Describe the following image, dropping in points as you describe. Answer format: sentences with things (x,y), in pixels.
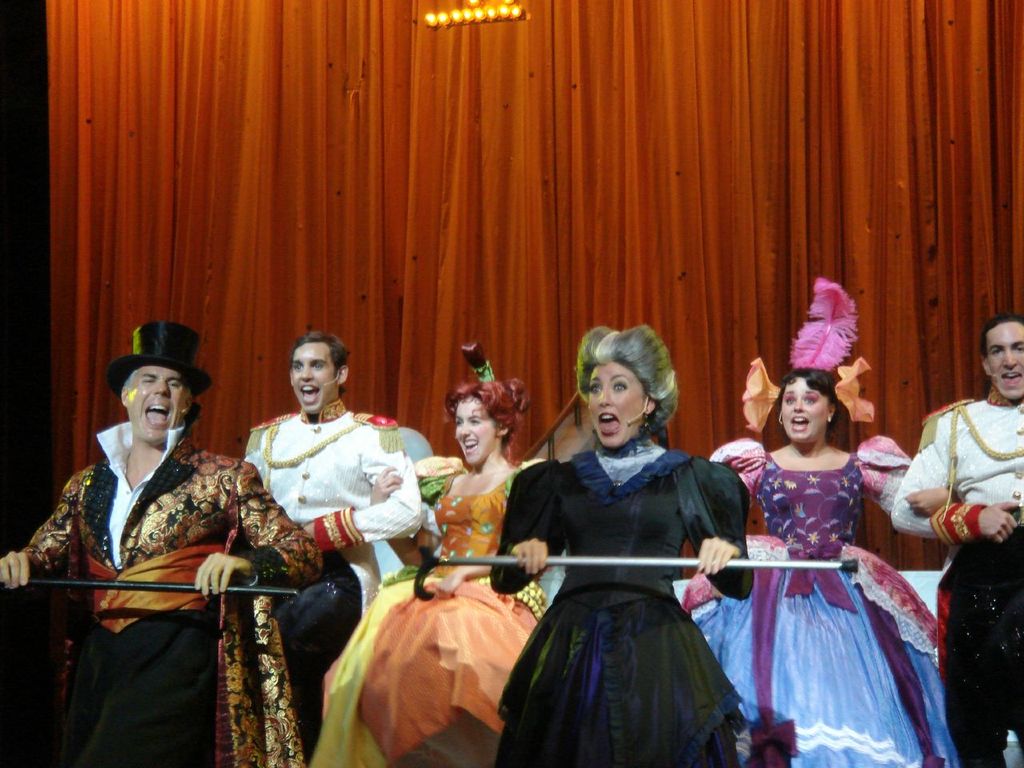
In this image there are group of persons (640,549) dancing, there are persons (541,577) holding an object (110,586), there is a person (916,519) truncated towards the right of the image (964,482), there is a light (476,11) truncated towards the top of the image (463,16), at the background of the image (531,189) there is a curtain (643,181) truncated.
